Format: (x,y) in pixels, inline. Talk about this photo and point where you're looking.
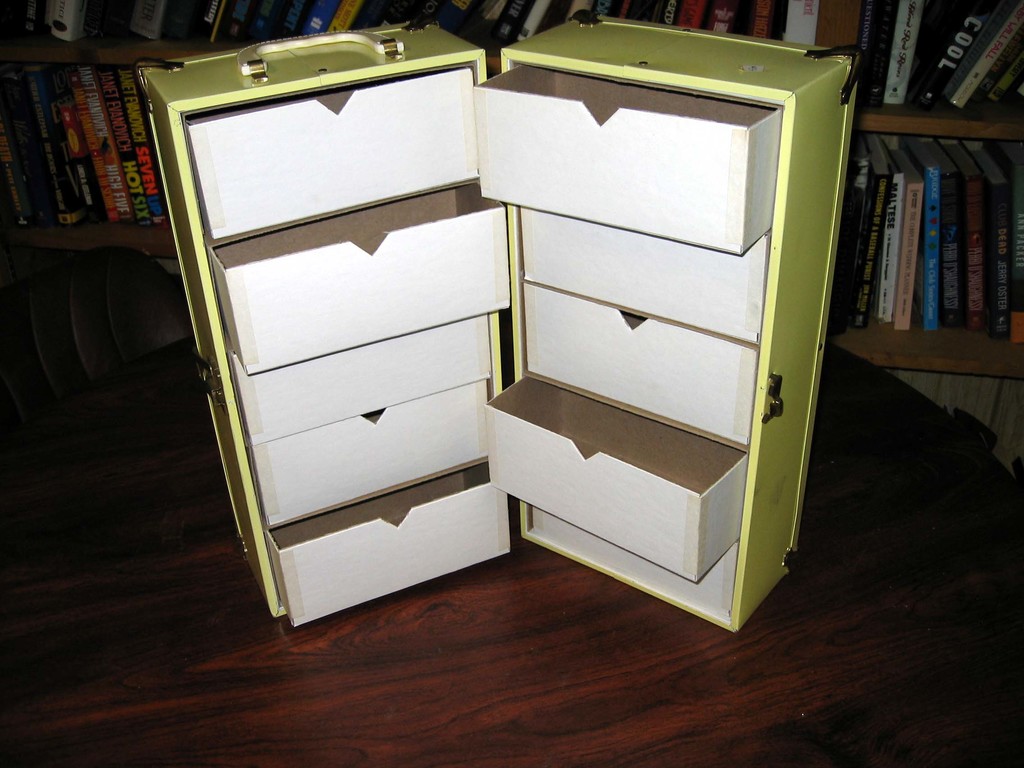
Here there is a box (454,36) with racks (310,589) in it on a table (936,498). In the background (11,287) there is a chair (11,287) and books (920,20) in the book shelves (508,44).
